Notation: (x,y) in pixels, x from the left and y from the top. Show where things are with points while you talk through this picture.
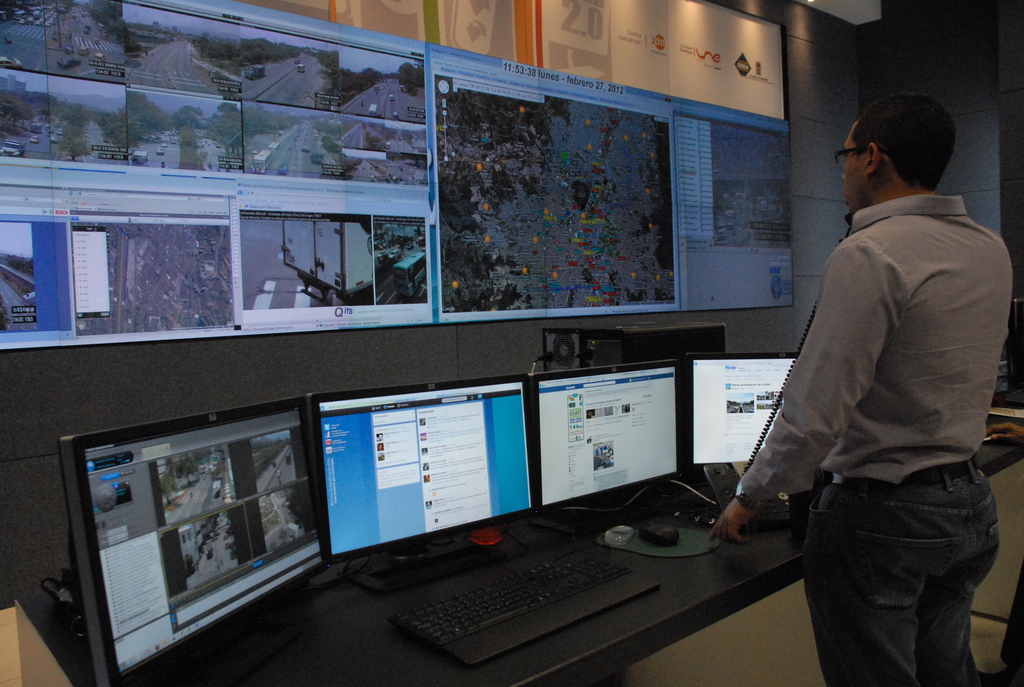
In this picture I can observe a person (873,377) standing on the right side (856,451). He is wearing spectacles (857,151). In front of him there is a desk (356,670) on which I can observe four monitors (449,439). There is a black color keyboard (484,595) on the desk (395,644). In the background (512,252) there is a screen (456,258). On the right (805,99) I can observe a wall (822,173) which is in grey color.
